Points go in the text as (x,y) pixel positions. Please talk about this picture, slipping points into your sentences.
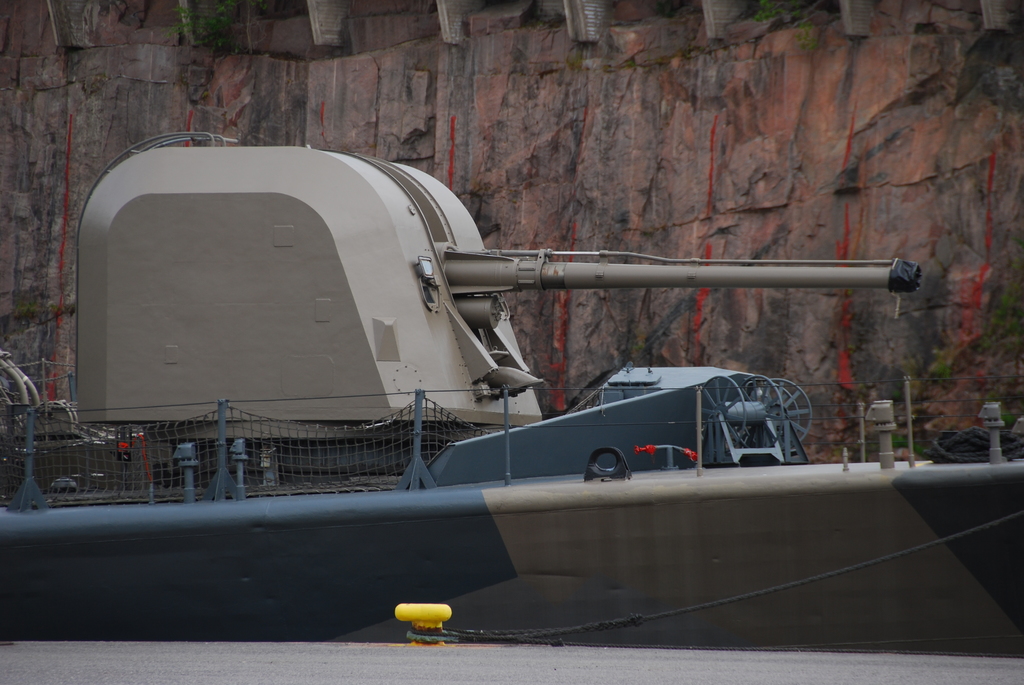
In this image there is a road (57,665) at the bottom (51,677). It looks like a cannon (279,160) in the foreground (207,273). And there is a mountain (997,206) in the background (487,158).
